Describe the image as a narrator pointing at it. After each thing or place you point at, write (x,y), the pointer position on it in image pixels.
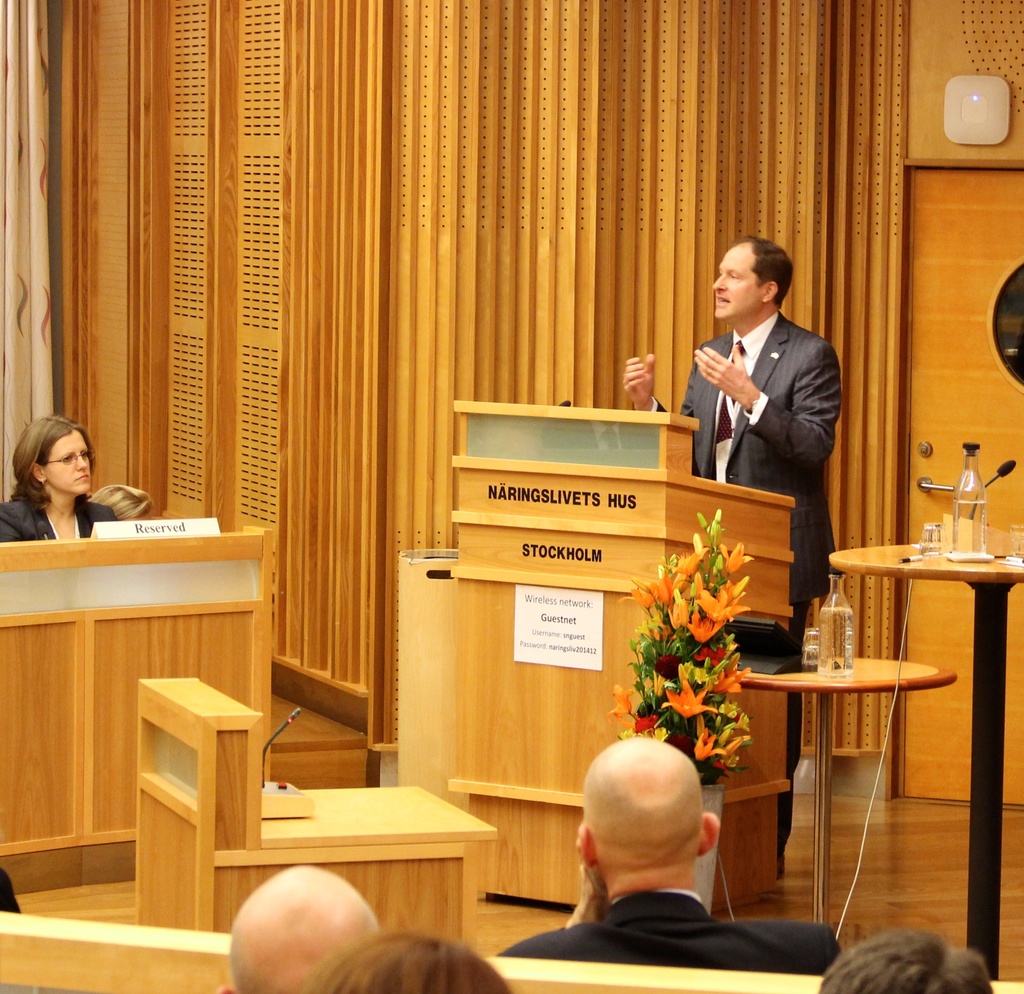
In this image I can see a man (767,368) is standing in front of a podium (607,594). I can also see there are two tables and a group of people (637,929) are sitting on a bench (697,984).
